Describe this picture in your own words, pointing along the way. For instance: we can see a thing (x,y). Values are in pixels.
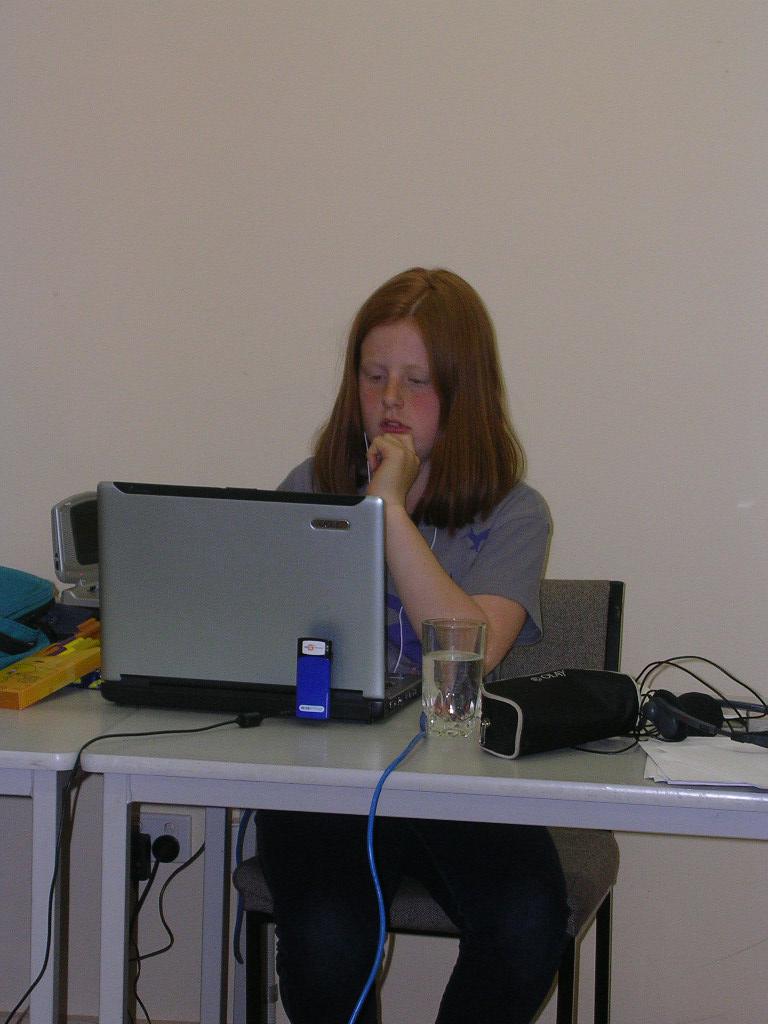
In this image I can see a girl (480,483) is sitting on a chair (582,609) in front of the table (563,780) and on the table (618,744) I can see few wires (678,666), a laptop (307,566), few electronic gadgets (704,715) and few other objects (520,721). In the background (600,371) I can see the wall (261,211).
